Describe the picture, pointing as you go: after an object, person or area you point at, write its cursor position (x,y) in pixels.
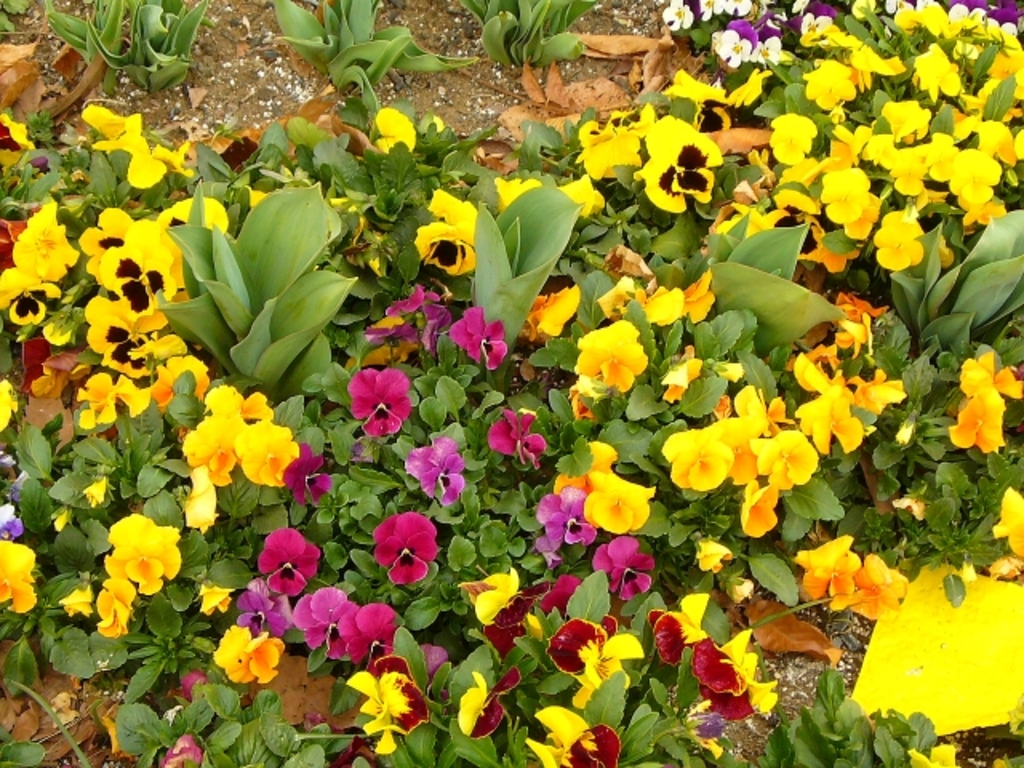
In this picture, we can see some plants (757,273) and a few plants (791,371) with flowers (782,459), and we can see the ground (632,50).
